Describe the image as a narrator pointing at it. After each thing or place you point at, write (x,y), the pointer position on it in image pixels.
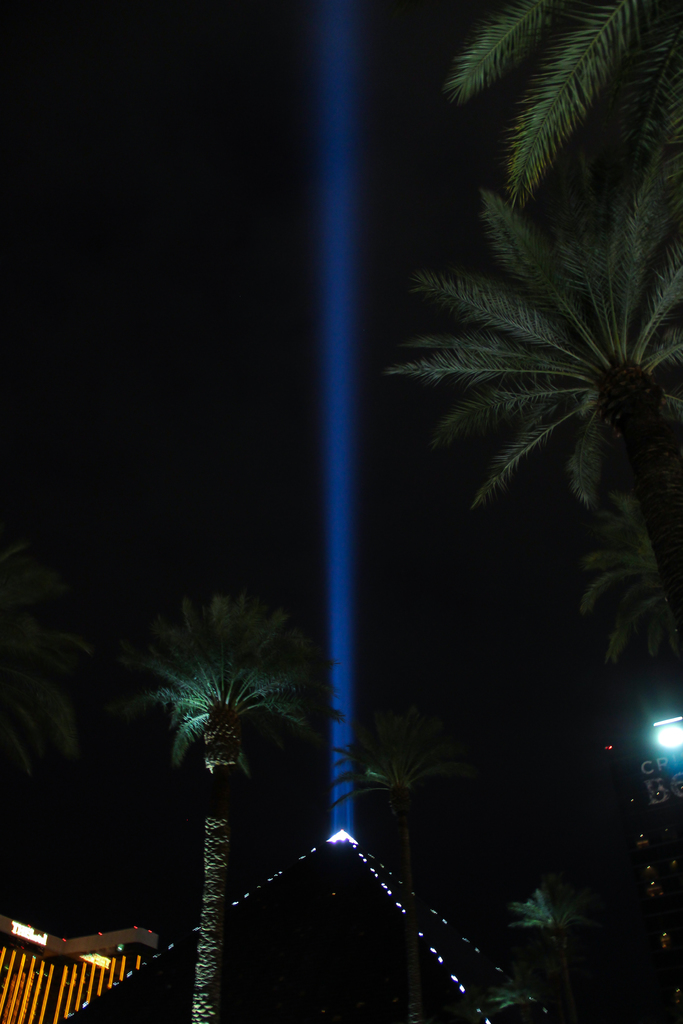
On the left side of the image (21,975) we can see a building (89,970), trees (211,987) are present. On the right side of the image (659,737) lights (671,737) are there. On the right side of the image (613,845) sky (418,392) is present.
